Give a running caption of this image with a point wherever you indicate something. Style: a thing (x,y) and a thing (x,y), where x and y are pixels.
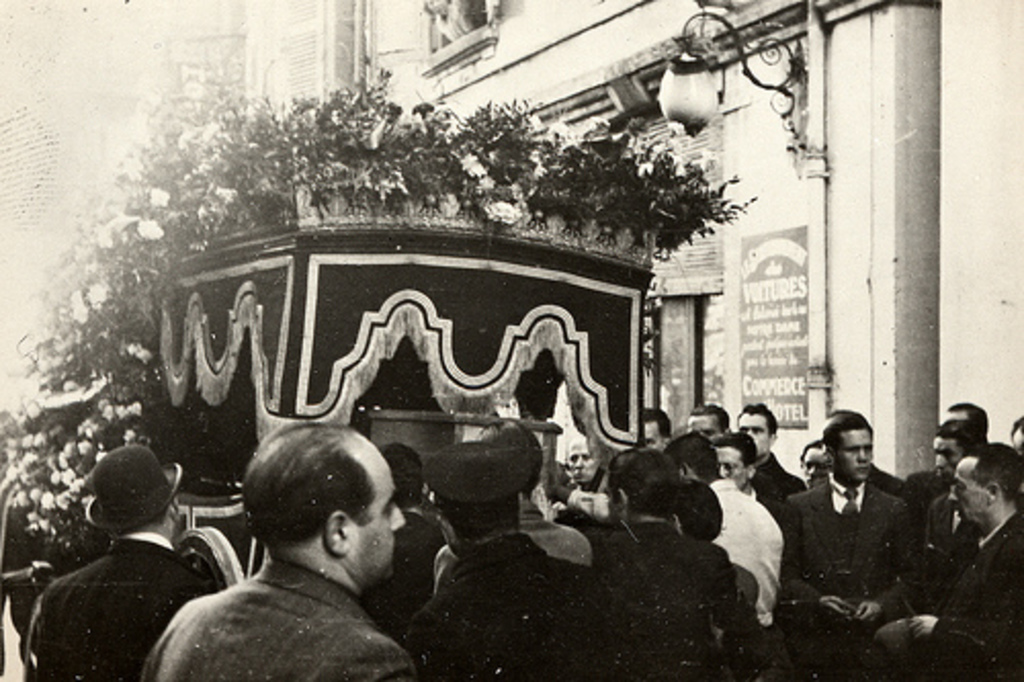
This looks like an old black and white image. There are a group of people (401,477) standing. This looks like a vehicle (263,338), which is decorated with flower plants (149,250). Here is the lamp (710,95) and a poster (783,248) attached to the building wall (845,169). At the top of the image (477,50), that looks like a window (470,37). I can see a person (461,23) peeking out from the window (474,14).
